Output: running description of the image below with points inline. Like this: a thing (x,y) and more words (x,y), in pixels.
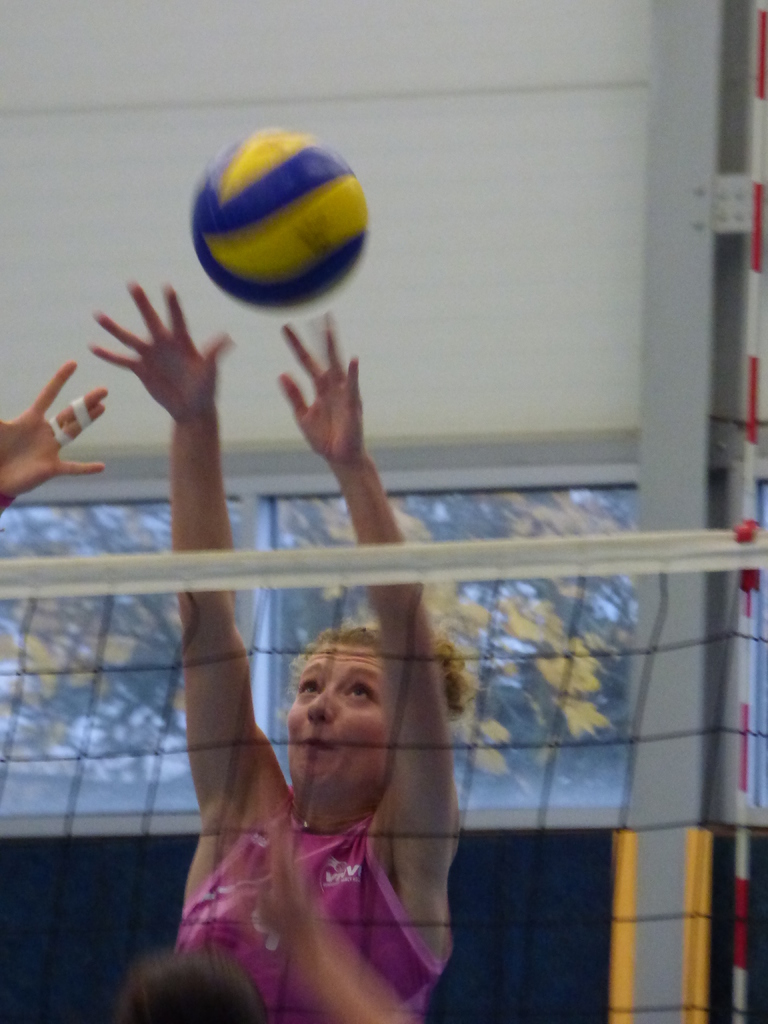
In this picture there is a girl (277,779) wearing pink color t-shirt (331,899) and playing the volleyball (222,234). In the front (247,707) there is a fencing net (596,658). Behind there is a glass window (337,596) and white color wall (315,320).
